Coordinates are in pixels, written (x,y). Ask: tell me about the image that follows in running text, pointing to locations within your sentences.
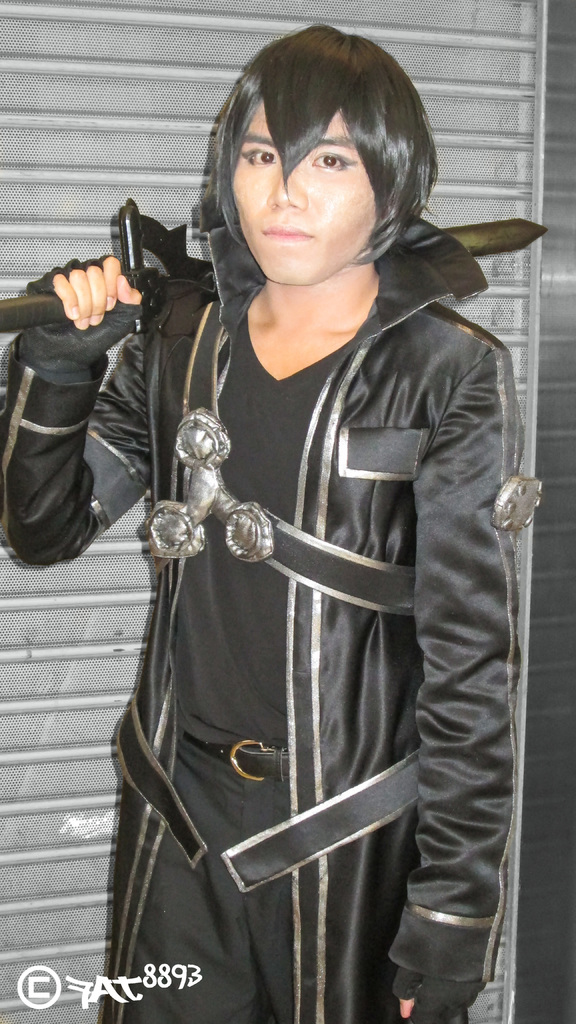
As we can see in the image there is a person (334,367) wearing black color dress (340,359) and holding sword (195,268).
